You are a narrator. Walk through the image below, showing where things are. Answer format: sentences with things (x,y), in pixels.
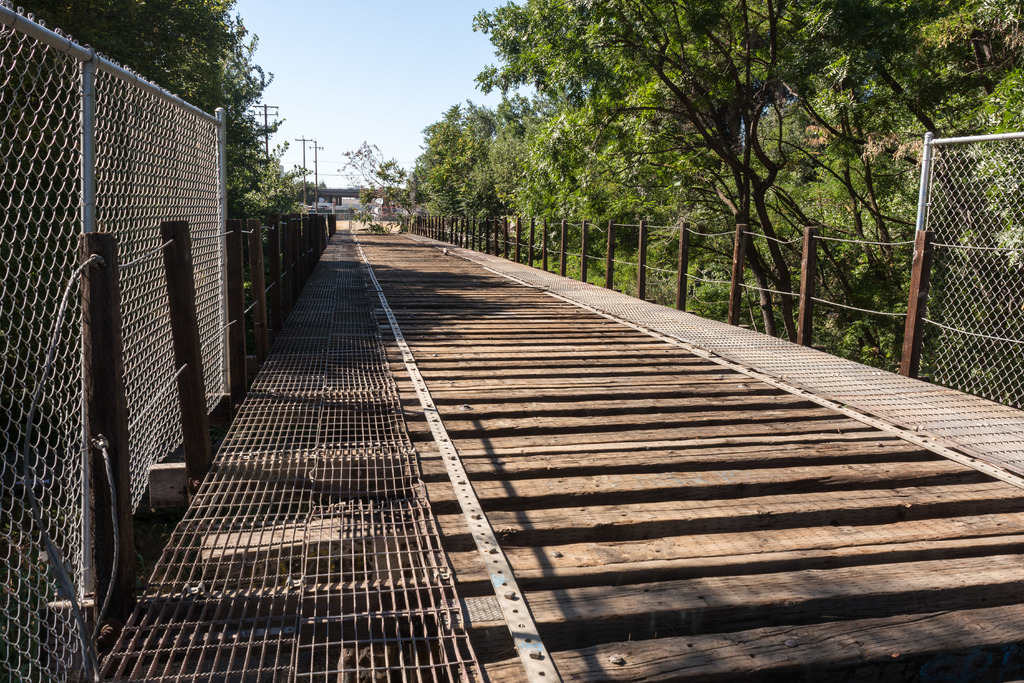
In this image in the Center (439,409) there is a bridge (450,437) and on the left side (177,282) there is a fence (162,259) and there are trees (241,192) and poles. On the right side (795,251) there is a fence (879,305), there are trees (646,142). In the background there are houses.
